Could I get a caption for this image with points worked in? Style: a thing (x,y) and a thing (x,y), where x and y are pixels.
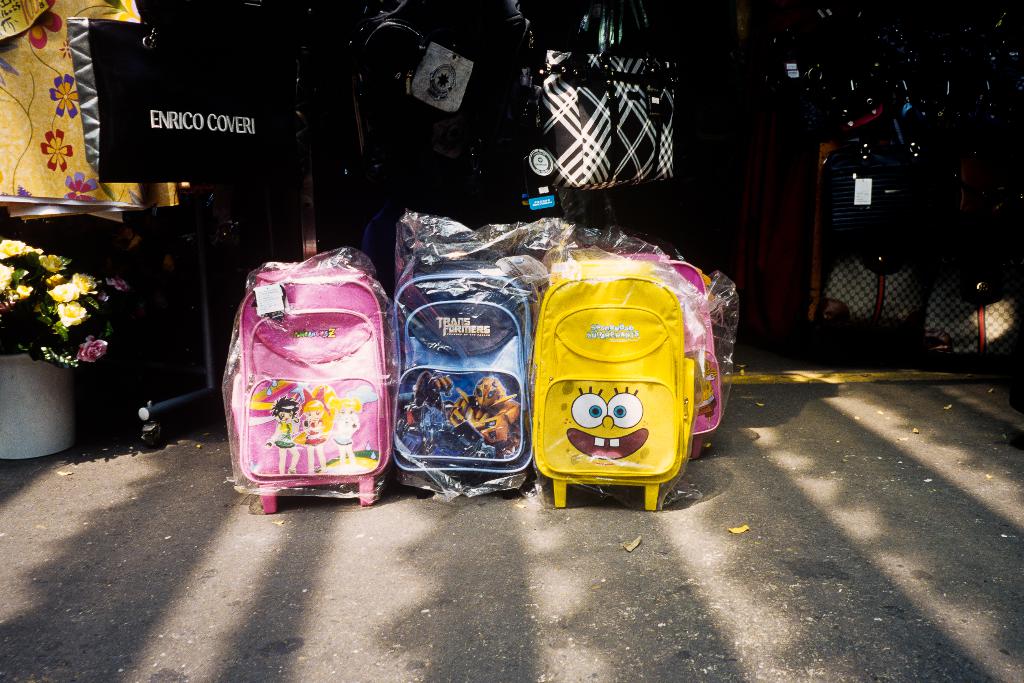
This image consists of bags (418,405) on the floor (106,469), houseplant (36,306), boards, few bags (838,220) are hanged and a shop (787,285). This image is taken may be near the shop (800,285).
